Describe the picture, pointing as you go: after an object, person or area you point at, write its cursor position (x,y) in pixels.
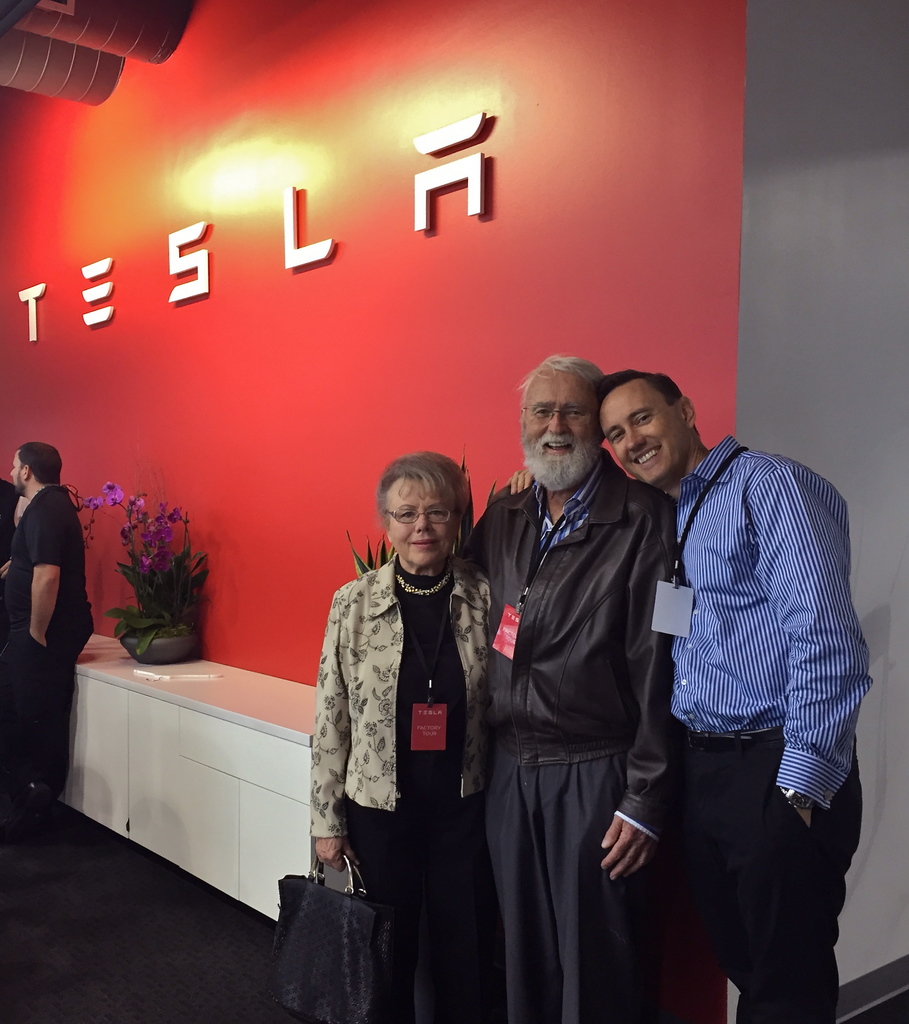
In this image we can see there are three persons (563,789) wearing tags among them one is holding a bag (341,914), behind them, we can see a table (203,735) with a flower pot (169,636) and some papers (153,679), there is a person (51,531) standing near the table (98,663), there we can also see wall (387,309) with some text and light reflections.
